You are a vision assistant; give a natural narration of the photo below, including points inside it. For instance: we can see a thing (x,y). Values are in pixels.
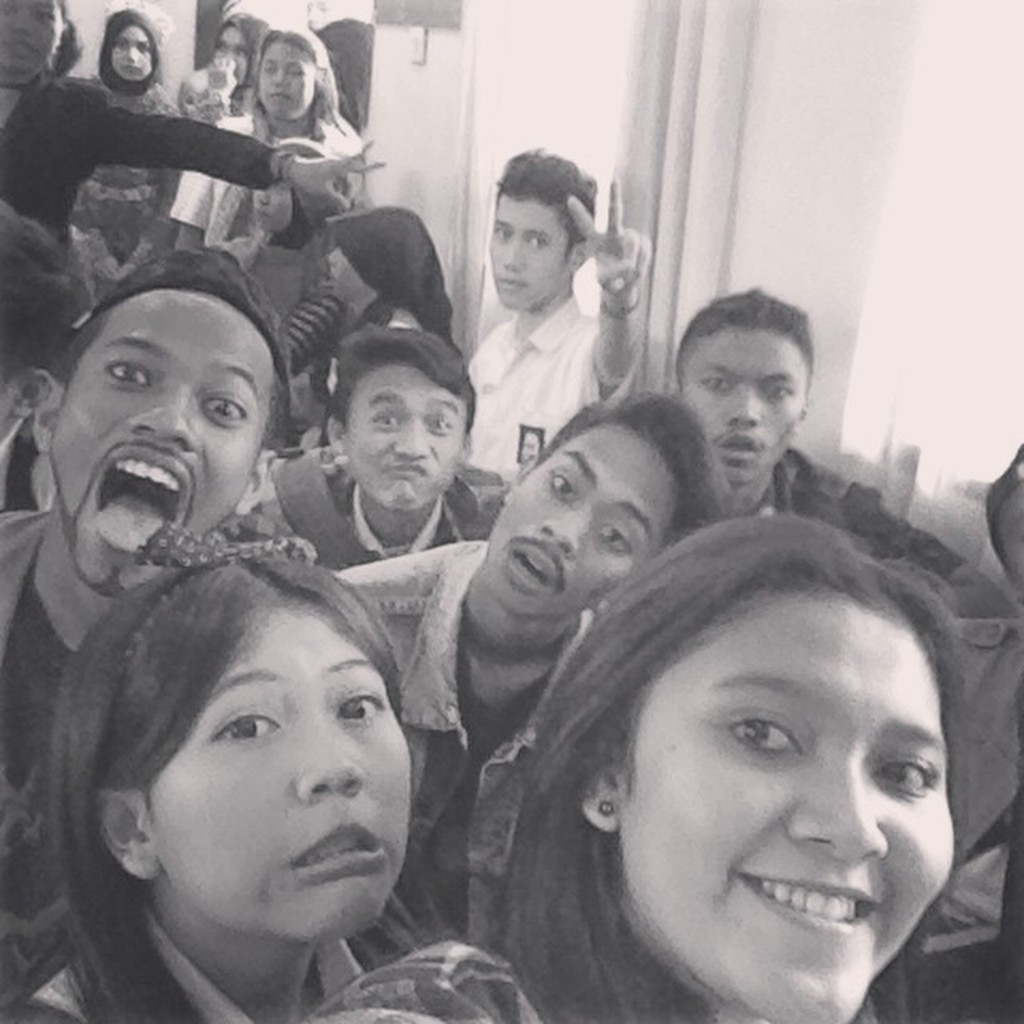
This is a black and white image. In this picture we can see a few people (256,677) throughout the image.
